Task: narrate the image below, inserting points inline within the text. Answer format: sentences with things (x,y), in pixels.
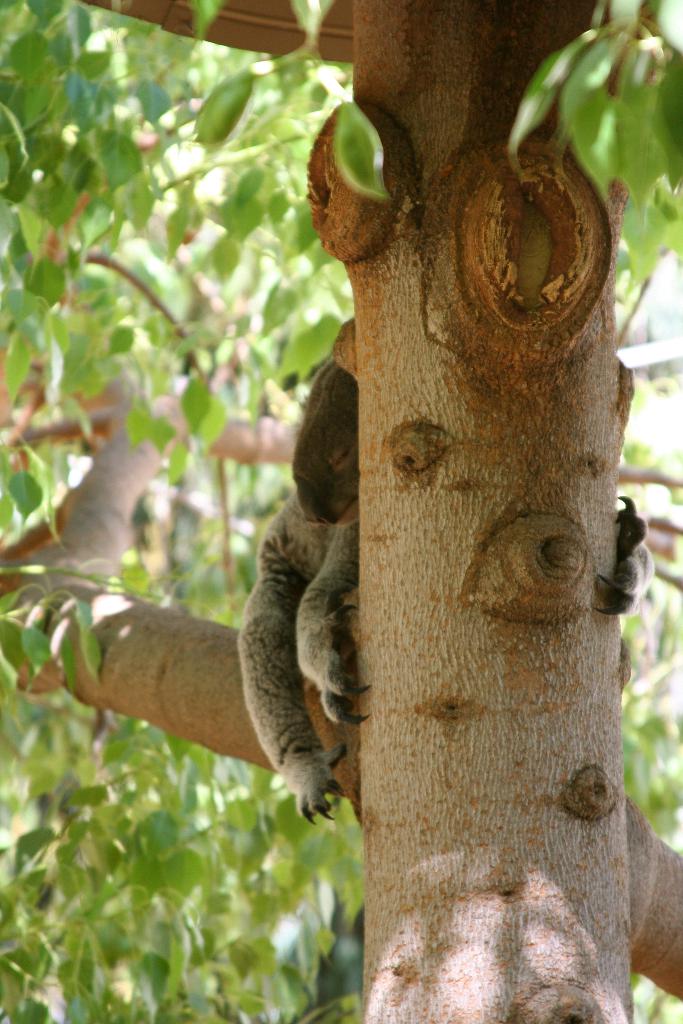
In this image I can see a tree (482,537) which is brown and green in color and I can see an animal (271,587) which is grey and brown in color is laying on the tree (313,697).
